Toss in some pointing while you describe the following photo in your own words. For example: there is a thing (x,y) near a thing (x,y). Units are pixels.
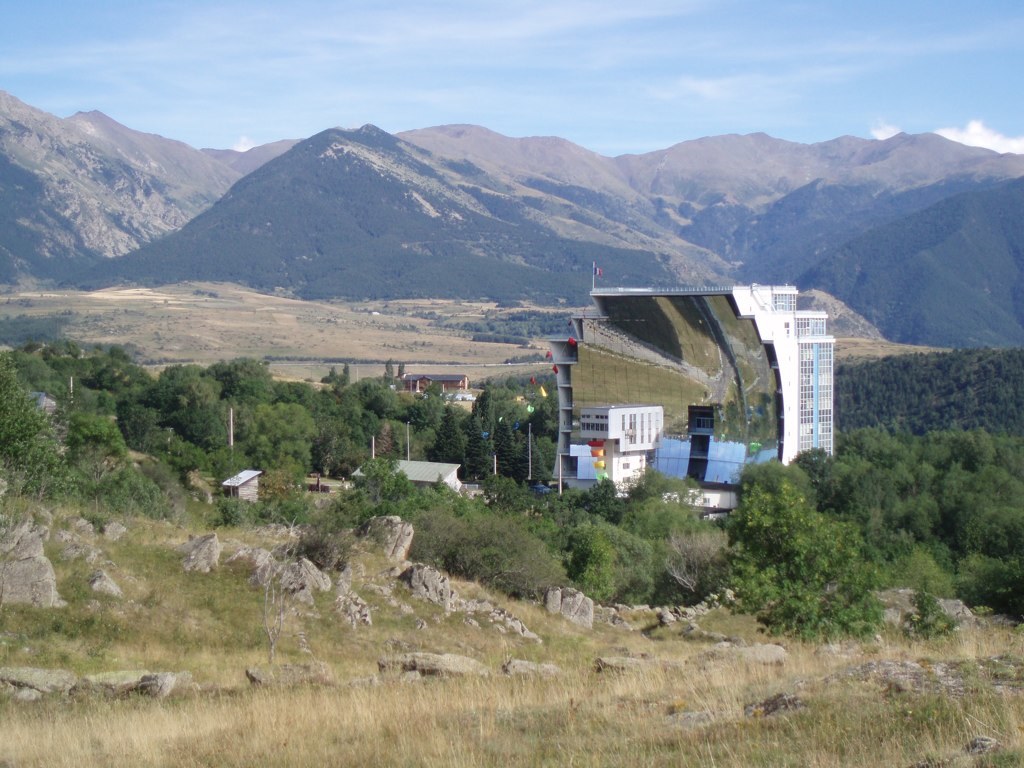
At the bottom of the image (479,710) there is grass (664,710). In the center of the image (419,437) there are trees (419,437), buildings (607,460), poles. In the background of the image (331,255) there are mountains (620,161). At the top of the image (493,117) there is sky (293,54).
